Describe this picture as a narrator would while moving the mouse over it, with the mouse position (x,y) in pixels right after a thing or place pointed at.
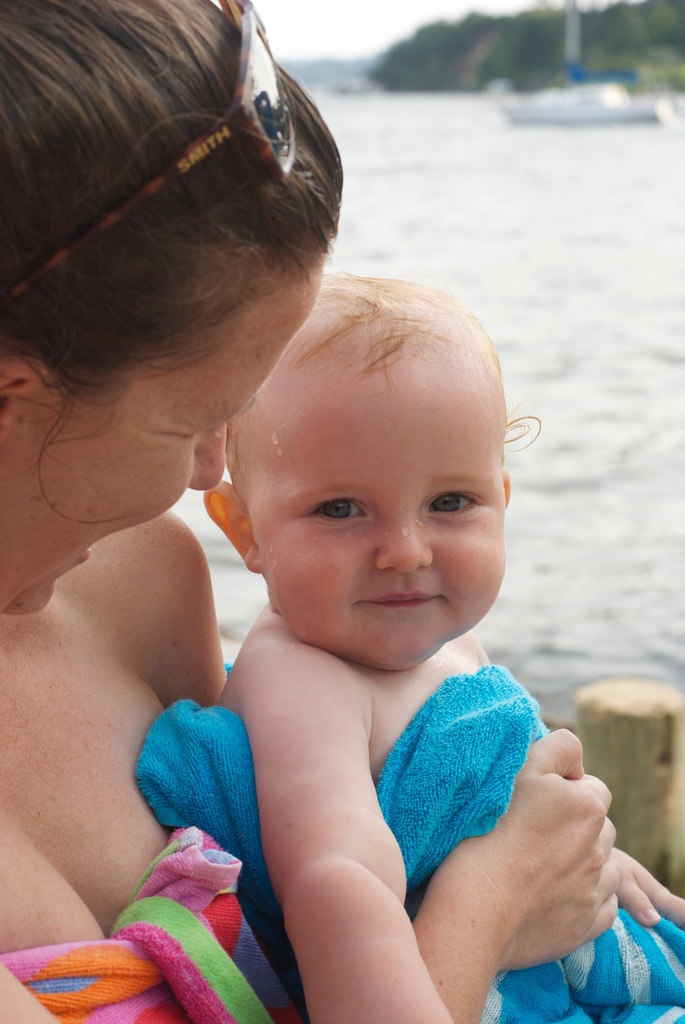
In the front of the image (381,641) I can see a woman (19,821) is holding a baby (374,543). In the background of the image (576,595) there is a wooden log (620,733), water (575,231), boat (585,112) and trees (627,65). Near that woman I can see goggles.
